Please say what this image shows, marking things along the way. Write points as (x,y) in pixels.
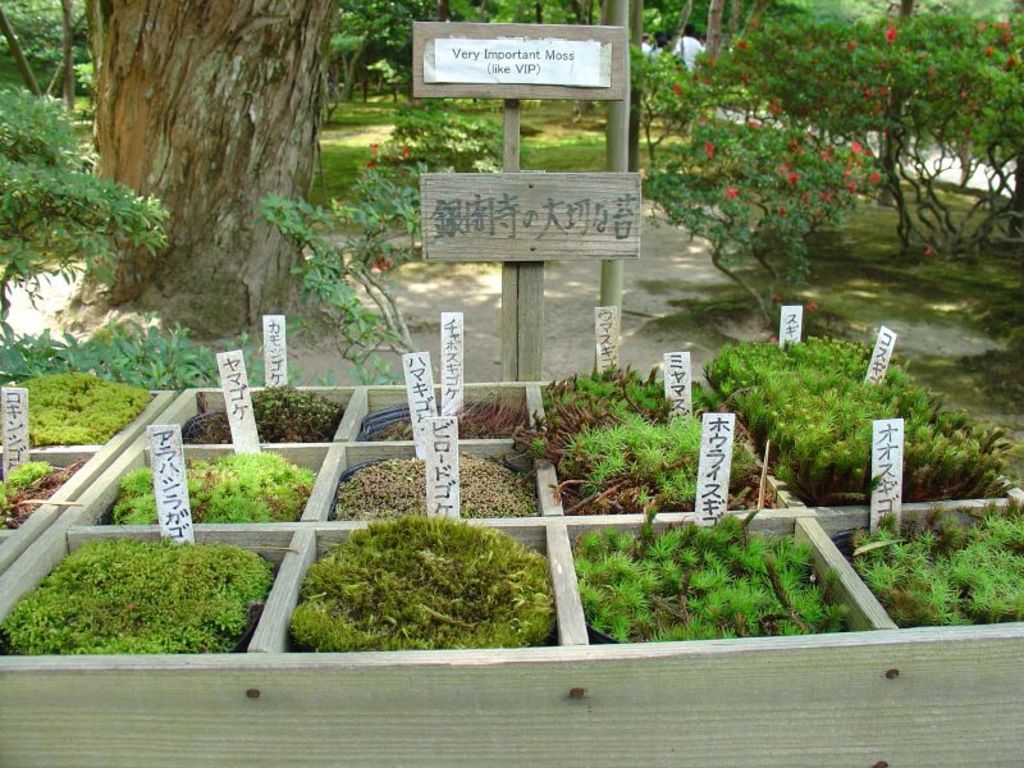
In this image we can see plants (142,566) placed in the wooden blocks (95,481). There are boards (602,94). In the background (373,334) there are trees (314,16).
